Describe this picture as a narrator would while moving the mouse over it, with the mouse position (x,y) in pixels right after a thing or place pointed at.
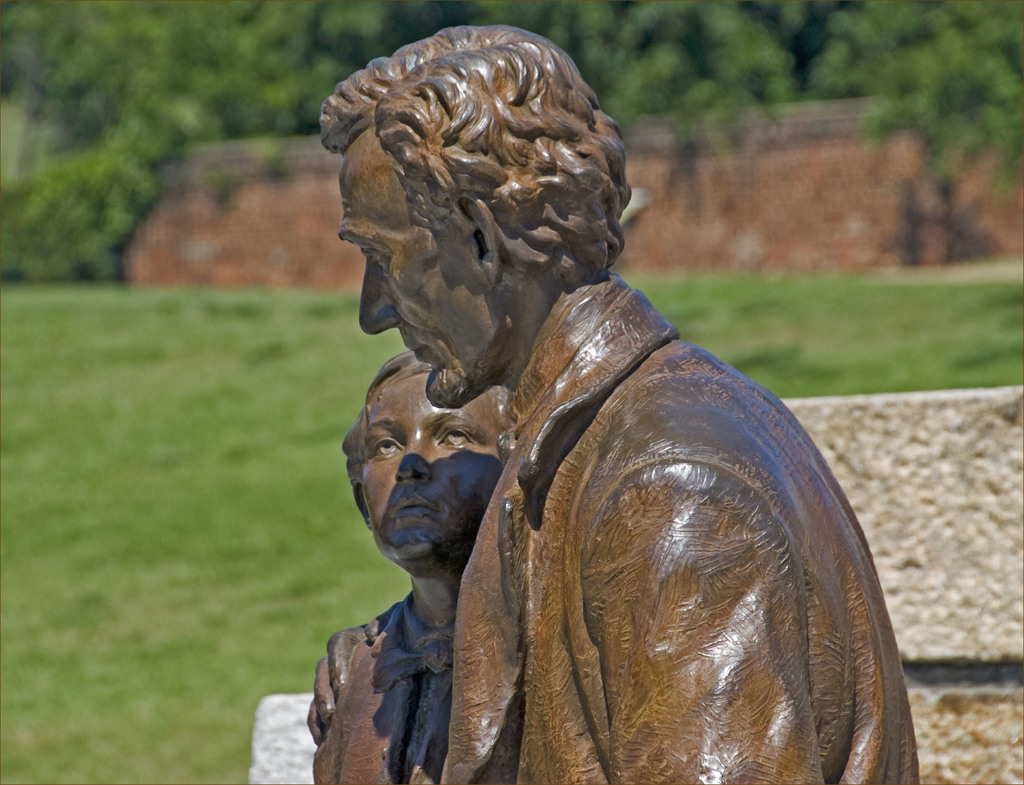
In this picture there are two bronze sculptures (501,614). In the front (512,436) there is a old man (564,602) and beside a small boy sculpture (395,530). In the background (194,378) we can see some grass lawn (189,360) and trees (278,96).
